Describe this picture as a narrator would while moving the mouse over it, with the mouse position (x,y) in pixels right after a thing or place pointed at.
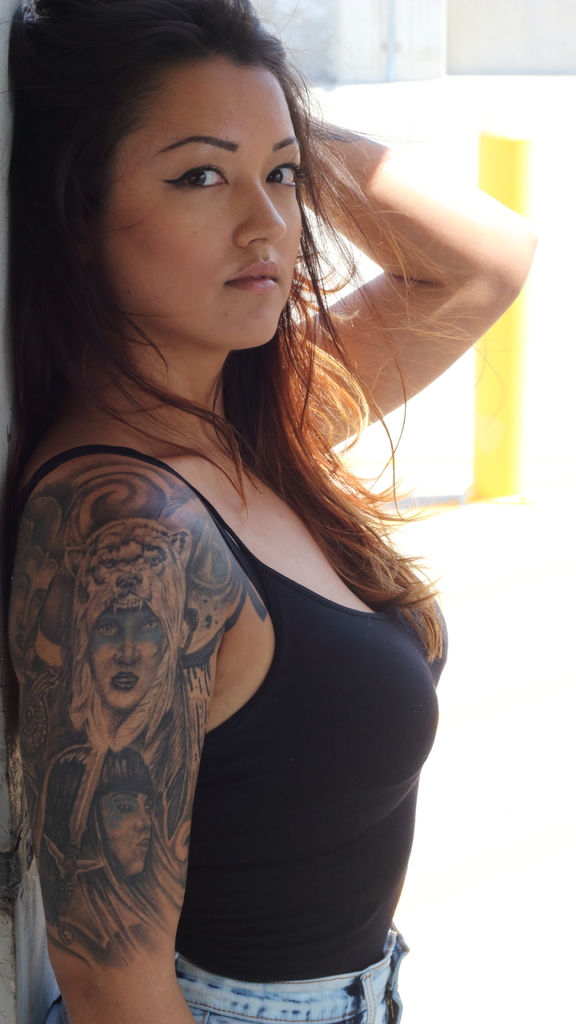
In this image there is a picture of a girl (197,674). There is a tattoo (161,735) on her right hand (134,725). In the background (416,41) there is a wall (433,68).
